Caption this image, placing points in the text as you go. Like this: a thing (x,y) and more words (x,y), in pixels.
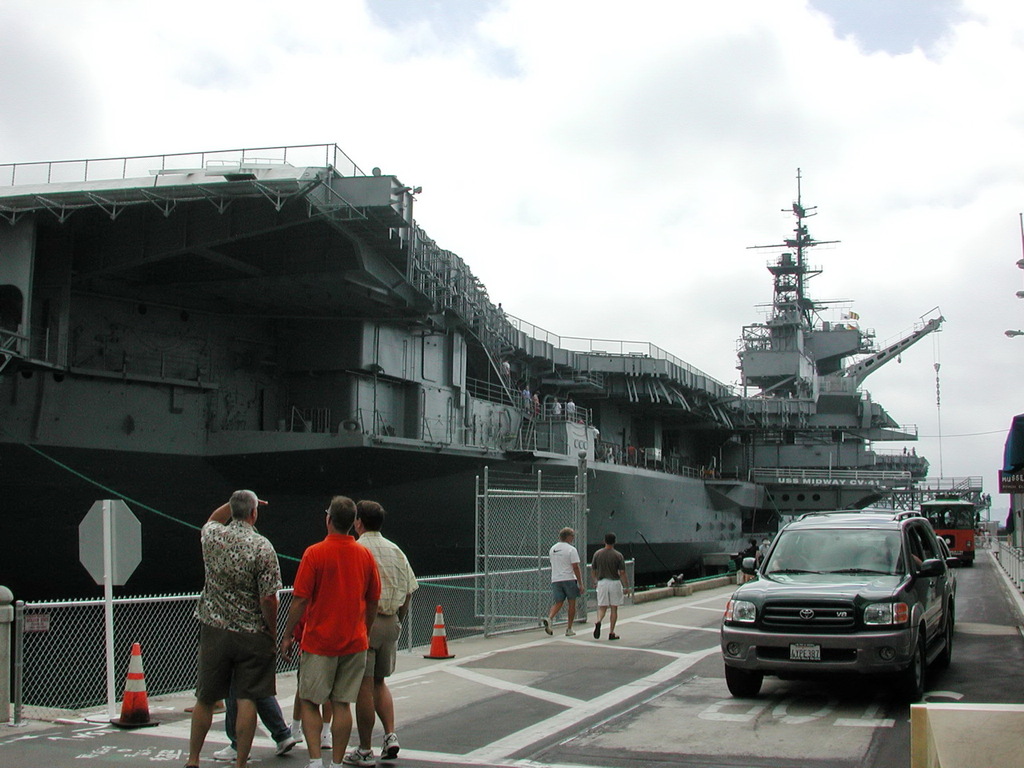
In this image, I can see a group of people (371,601) standing and two persons (570,596) walking. On the right side of the image (891,600), there are vehicles (944,573) on the road (691,687). I can see a board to a pole (108,637), cone barriers (136,650), fence (83,665) and a ship (341,372). In the background (891,395), there is the sky (755,108).
